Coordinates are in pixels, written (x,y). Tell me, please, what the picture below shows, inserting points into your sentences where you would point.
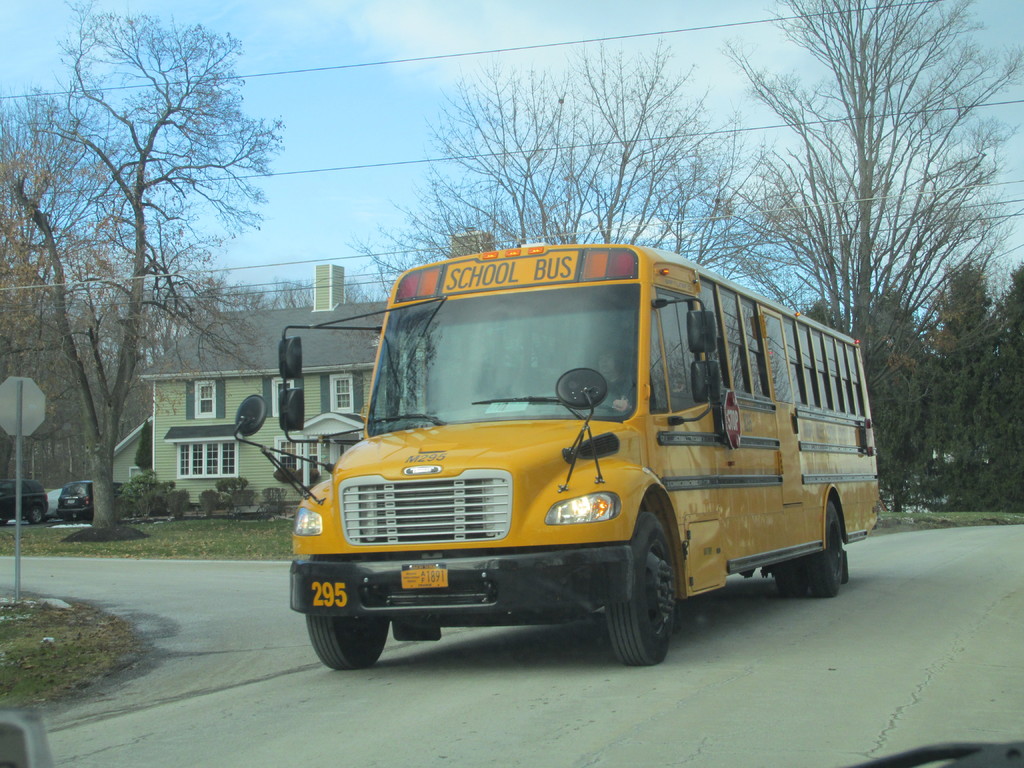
In the center of the image (560,263) there is a bus (831,591) on the road (464,682). In the background of the image (243,381) there is a house (251,322), trees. At the top of the image (452,45) there is sky (316,50). At the bottom of the image (232,529) there is grass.
